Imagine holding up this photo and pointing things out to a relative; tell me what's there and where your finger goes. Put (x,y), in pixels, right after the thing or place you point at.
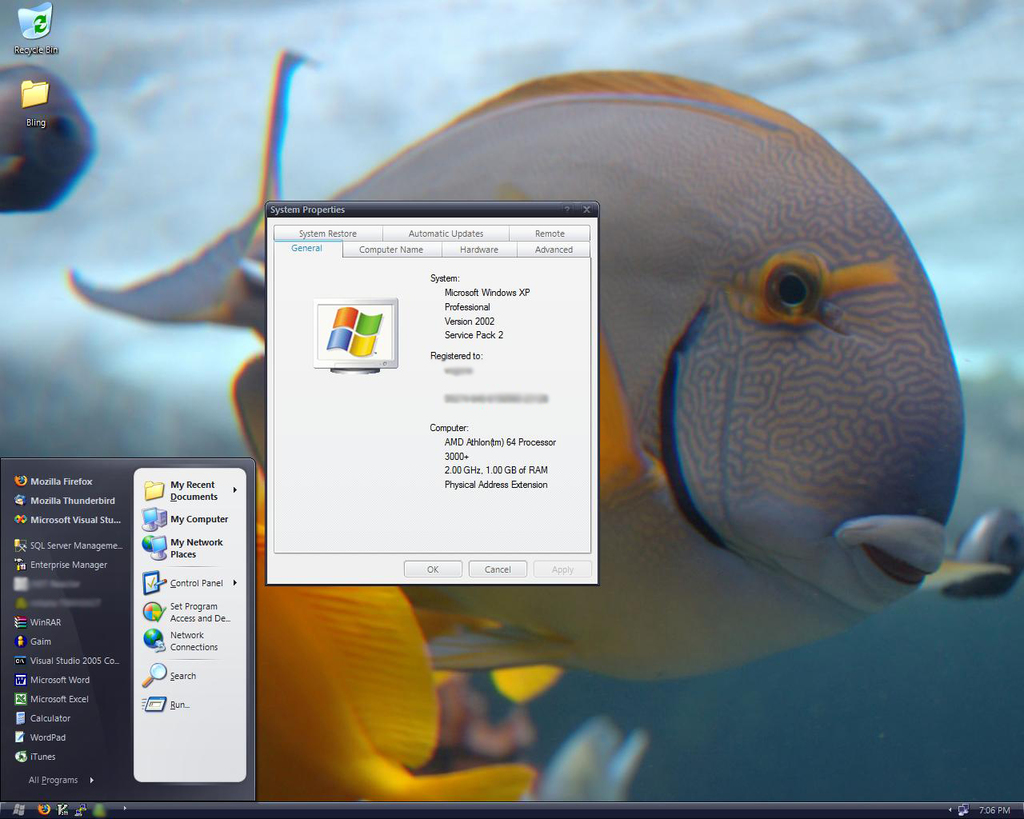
In the image we can see there is a computer screen (559,544) and there are fish (731,620) in the water (992,606) on the screen (391,431). There is a pop up (355,349) on the screen (472,386) and there is a folder (46,98) and recycle bin (44,48) on the screen (70,87).
